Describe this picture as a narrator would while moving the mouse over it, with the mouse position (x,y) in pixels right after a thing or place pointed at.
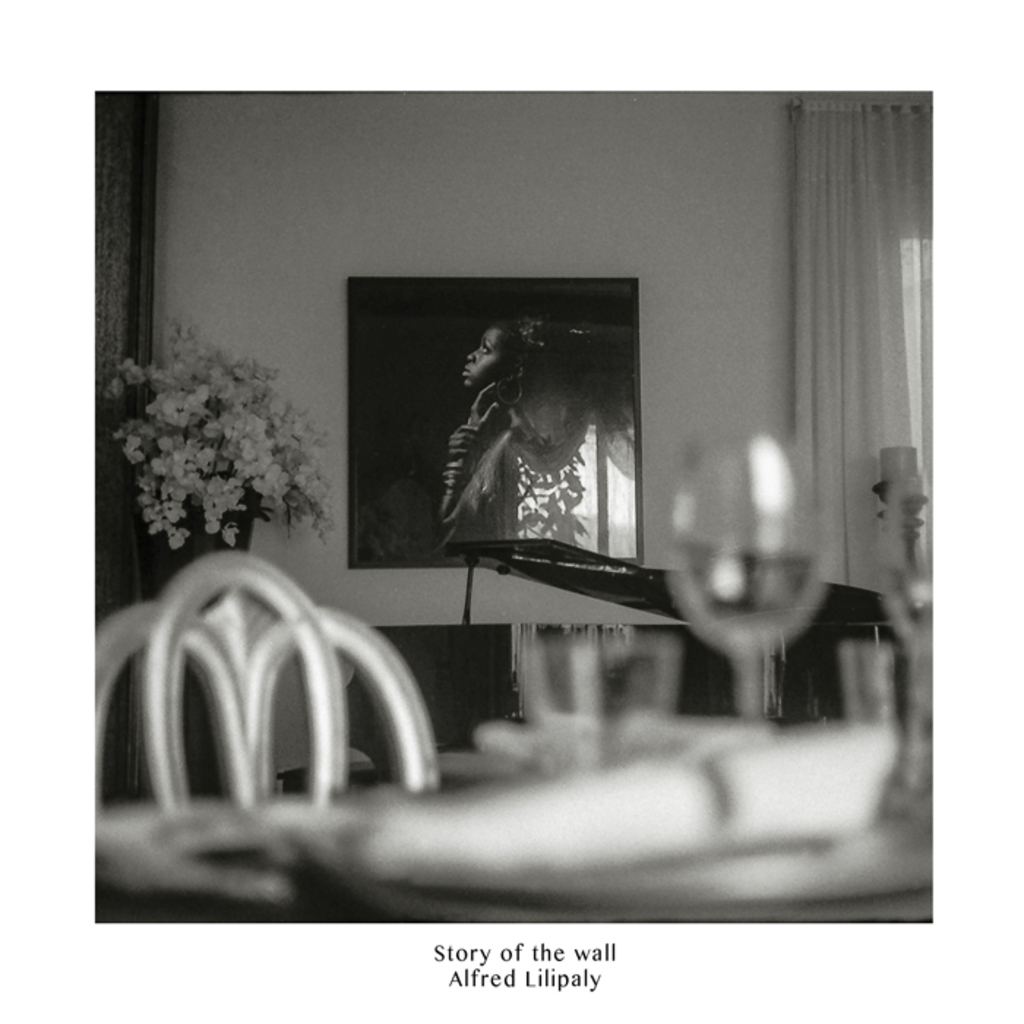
In this picture we can see a table (400,910) in the front (220,858), there are some glasses (744,709) on the table (624,907), in the background (535,181) there is a wall (529,211), we can see a photo frame (574,466) on the wall (616,184), on the left side (248,483) there is a flower plant (221,471), on the right side (866,315) we can see a curtain (832,260), there is some text (530,961) at the bottom (527,958).
